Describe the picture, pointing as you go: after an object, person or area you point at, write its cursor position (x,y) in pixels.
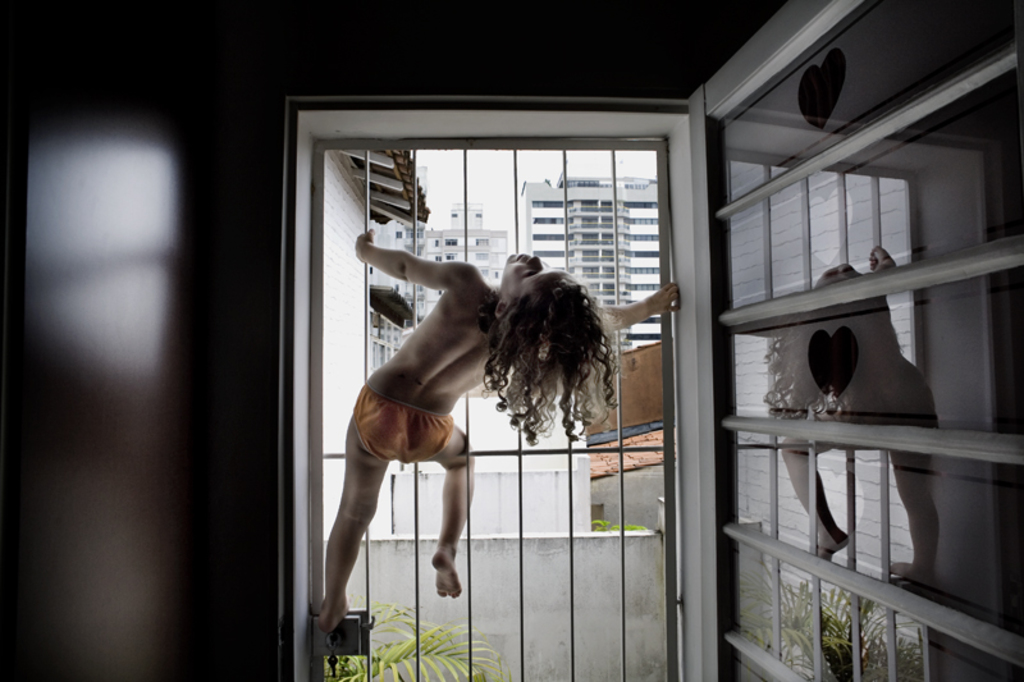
In this picture, we can see a child (448,553) climbing the iron gate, and we can see the wall (244,5), and we can see the reflection (742,354) of that child (818,531) and gate (877,215) on the glass (917,350) which is attached to the wall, we can see plants (493,664), buildings (600,479) and the sky (491,212).
